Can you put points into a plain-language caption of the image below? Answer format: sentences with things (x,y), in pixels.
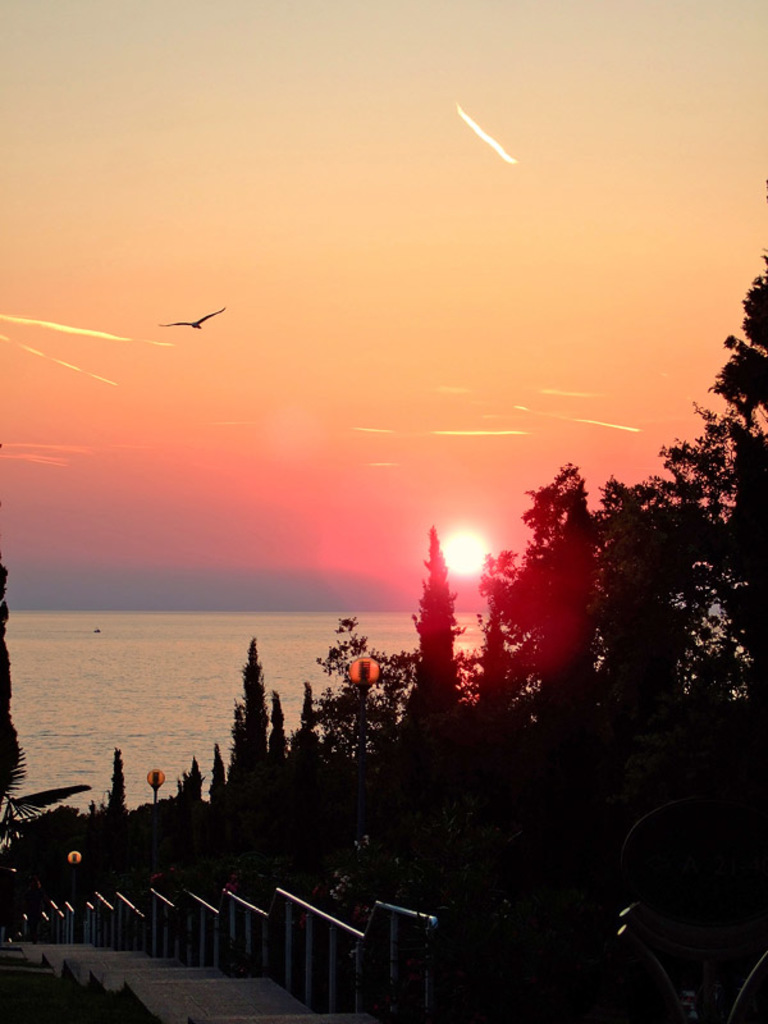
In this image we can see one staircase (186,962), some lights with poles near the staircase (370,917), some trees (36,864), one pole (700,976) with board (713,826), some grass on the surface (3,975), one lake (152,679), one object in the water (121,680), one bird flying in the sky (447,532), and at the top (662,331) there is the colorful sky (444,499) with sun (471,562).
